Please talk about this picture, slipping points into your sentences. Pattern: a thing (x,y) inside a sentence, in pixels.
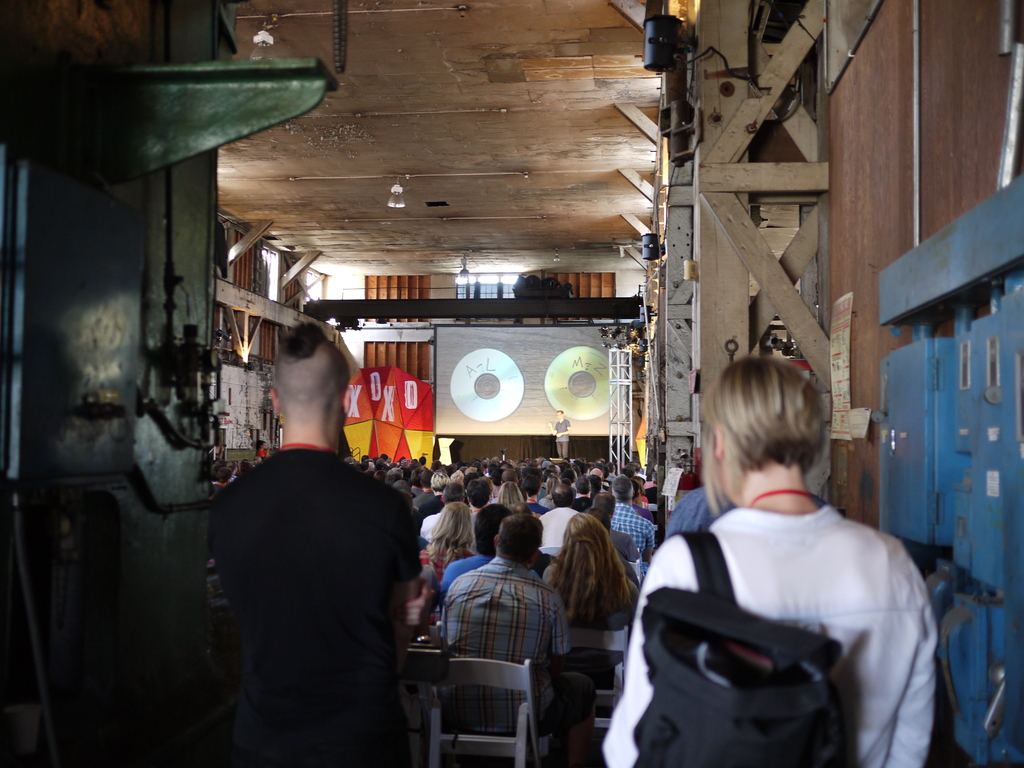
In this picture we can see some persons (532,613) sitting on the chairs (482,681). Here we can see a man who is standing on the stage (563,437). This is screen (527,425). And these are the lights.
